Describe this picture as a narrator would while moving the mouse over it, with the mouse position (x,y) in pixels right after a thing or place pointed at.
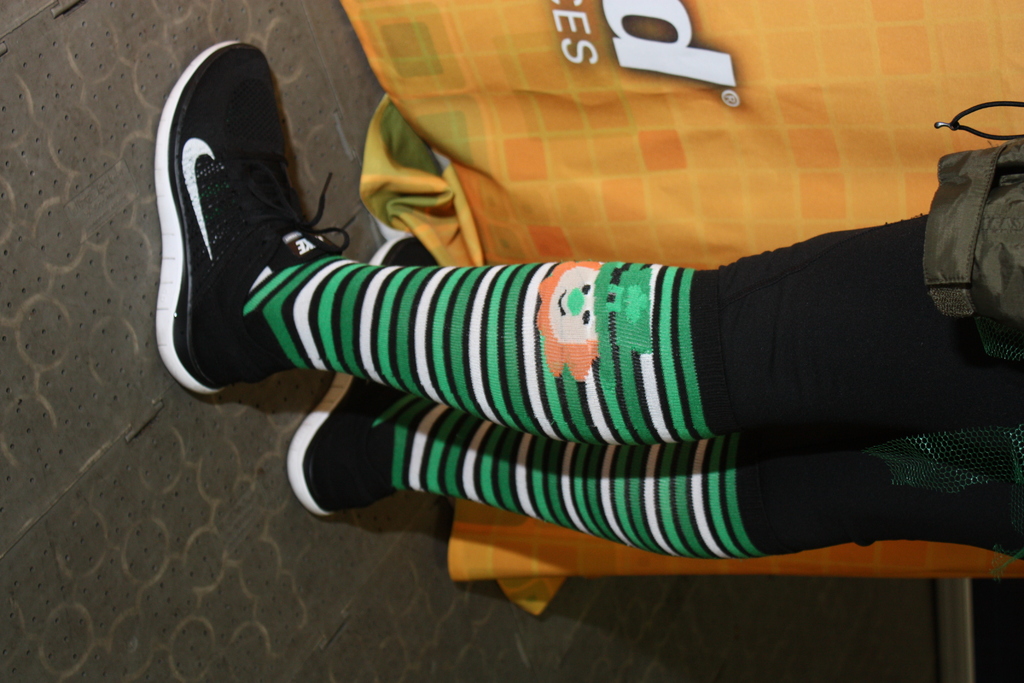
In this picture we can see a person (229,124) wearing black and white sports shoes (206,278) and socks (571,290) with black, white and green stripes (442,329) with a picture (614,296) of a leprechaun (563,328) on it, and the floor (52,181) is grey colour. Here we have a cloth (556,126) which is combination of orange and yellow with some letters (649,63) on it.
